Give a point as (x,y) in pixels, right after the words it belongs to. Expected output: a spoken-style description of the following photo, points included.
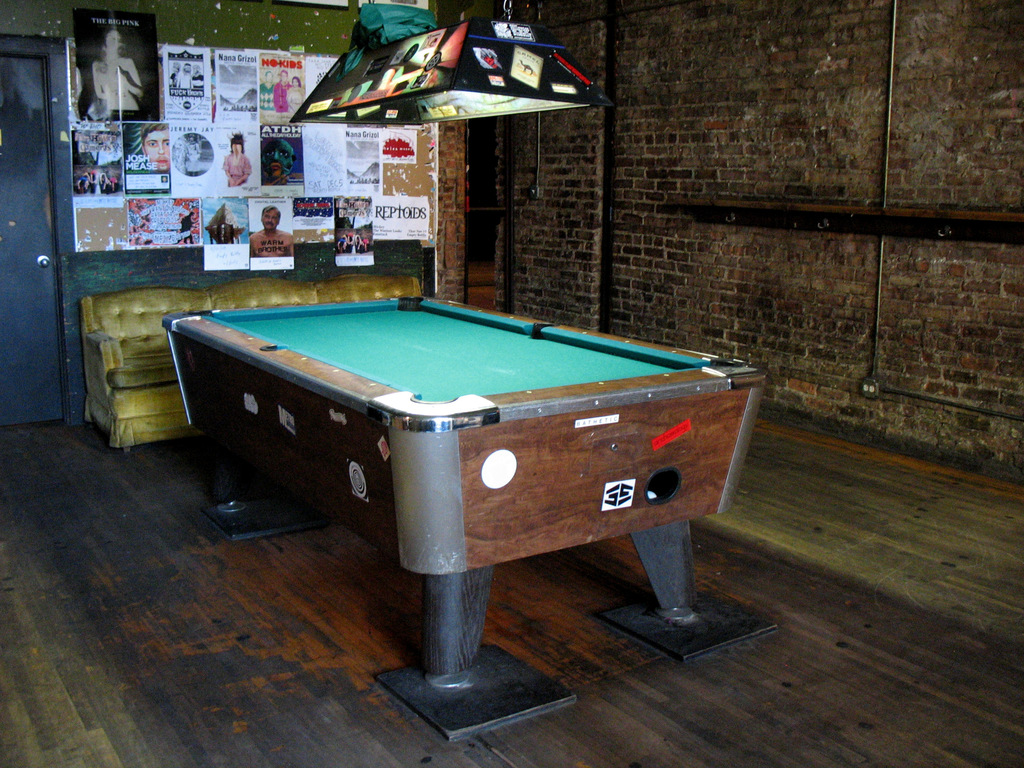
In this image I can see a pool table (329,451). On this wall (397,251) I can see few stickers (343,217) and posters (182,171). I can also see a door (41,274).
